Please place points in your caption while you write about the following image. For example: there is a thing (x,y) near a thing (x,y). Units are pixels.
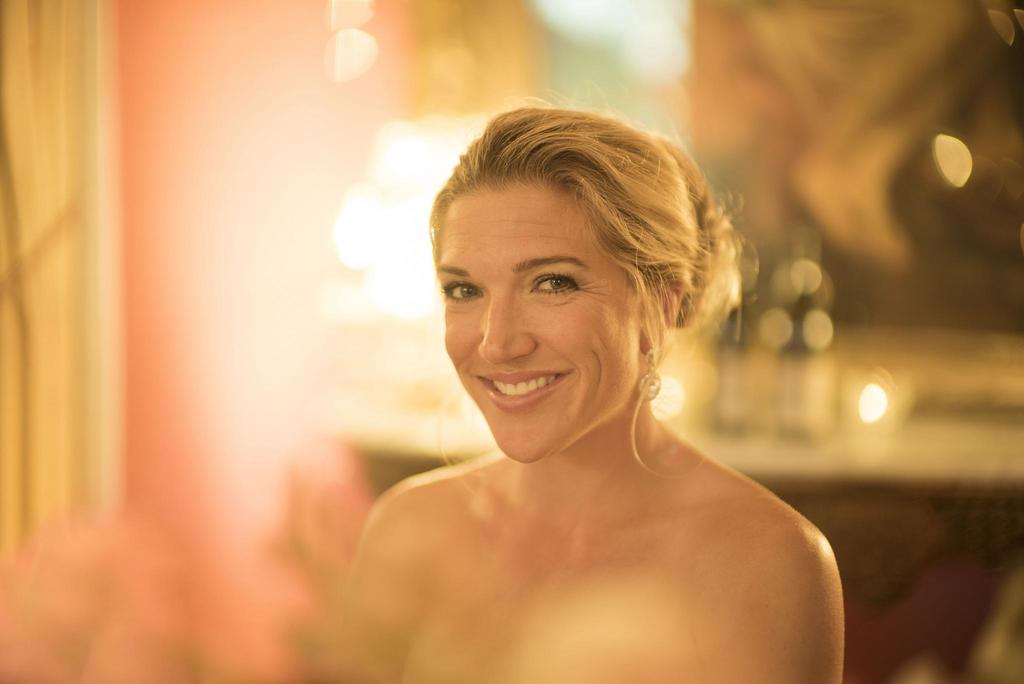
In this image there is a lady (568,446) with smiling face (519,385). The background (536,74) is blurry.
